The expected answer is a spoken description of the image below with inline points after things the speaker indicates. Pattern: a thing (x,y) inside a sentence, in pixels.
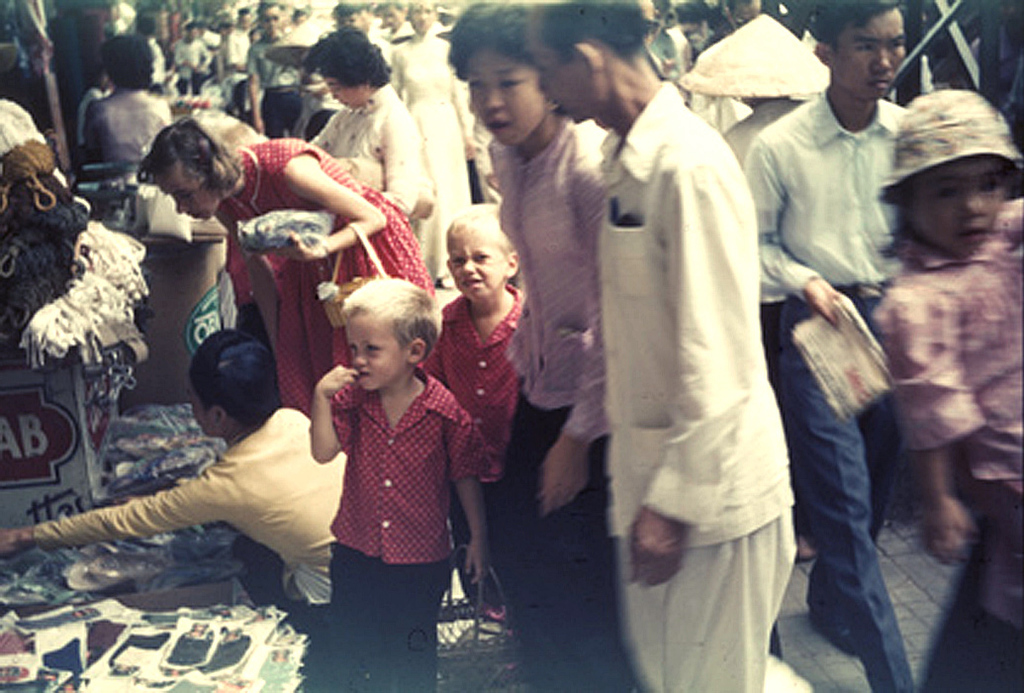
In this picture there are people (459,147) in the image and there are stalls (177,336) on the left side of the image (211,224) and there are clothes (33,640) and posters (26,413) in the image.
